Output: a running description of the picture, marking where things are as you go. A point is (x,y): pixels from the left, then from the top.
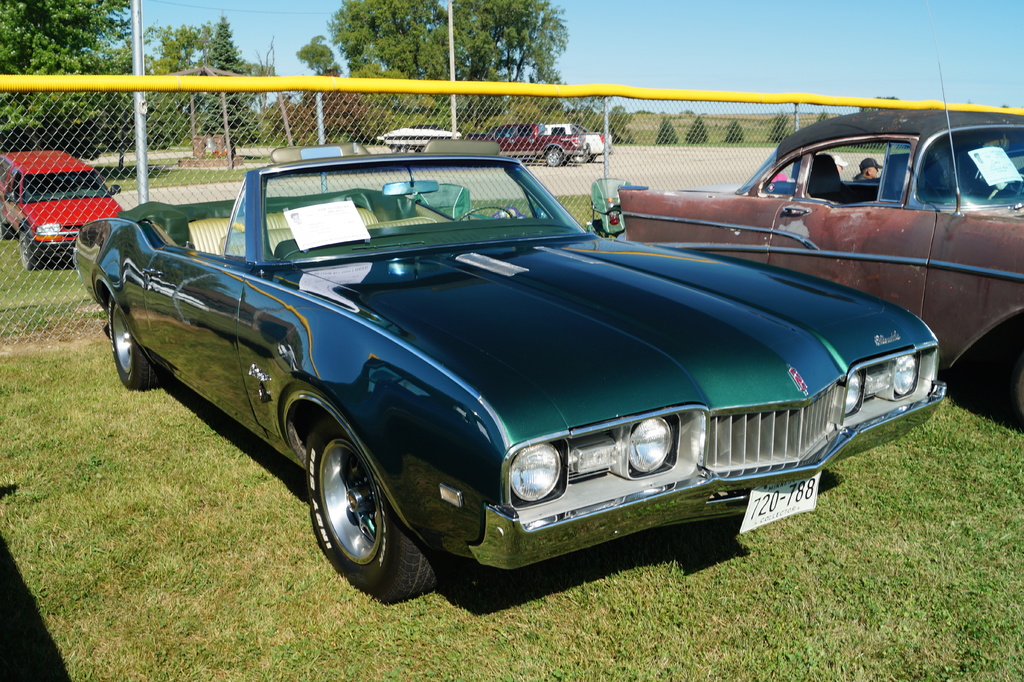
In this picture we can observe a green color car (407,298) parked on the ground (656,567). Beside this car (641,330) there is a brown color car (846,221). We can observe fence (101,134) and there are some cars (540,151) parked here. In the background (128,110) there are poles (450,63) trees (375,72) and a sky (731,50).
